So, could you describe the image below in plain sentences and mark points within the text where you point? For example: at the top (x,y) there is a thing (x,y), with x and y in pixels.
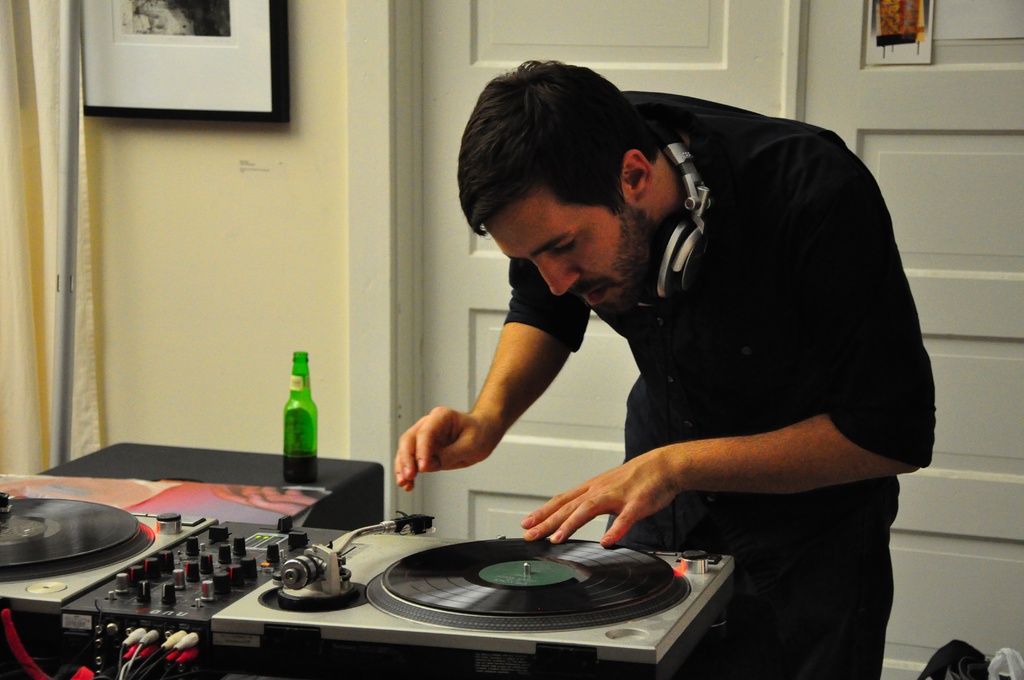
On the right side (885,364), there is a person (777,299) in a black color dress (772,280), slightly bending in front of an electronic device (30,593). On the left side (286,423), there is a bottle (301,435) on a surface (128,460) of a box (207,449). In the background (941,497), there are two doors (548,2), there is a photo frame (193,46) attached to a wall (231,184), there is a pipe (70,192) and a curtain (11,206).
